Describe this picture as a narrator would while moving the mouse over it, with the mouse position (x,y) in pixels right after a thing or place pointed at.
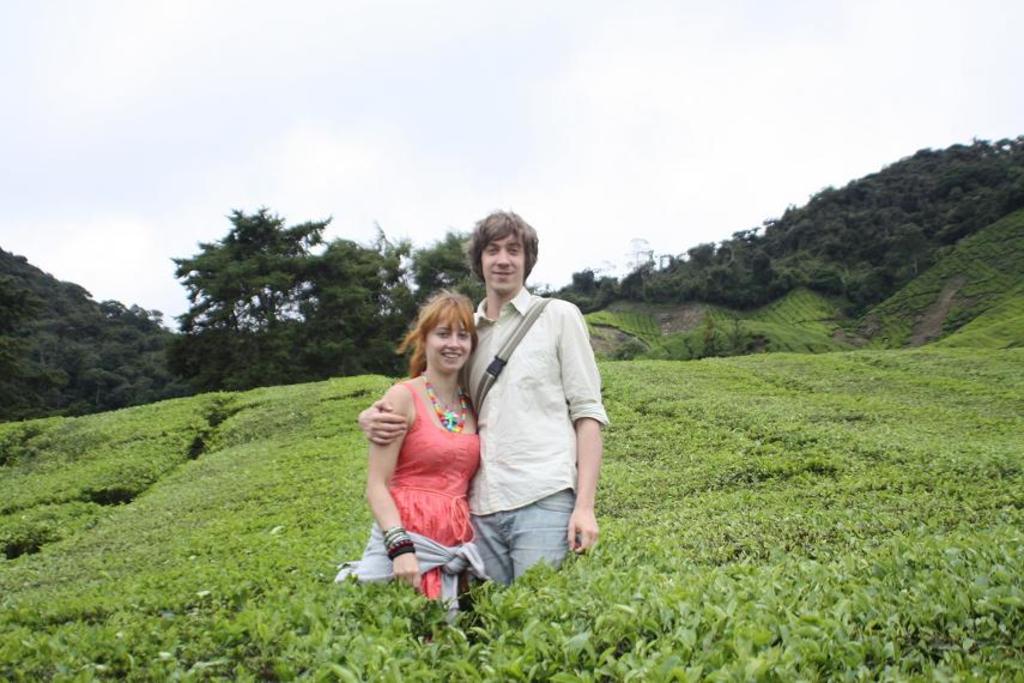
In this picture, there is a woman (373,547) and a man (473,519). Woman (432,515) is wearing a peach color dress (441,473) and man (528,404) is wearing a white shirt (536,386) and blue jeans (540,504). Around them, there are plants (342,432). In the background (361,368), there are hills (572,287) with trees (795,243). On the top (573,90), there is sky (593,91).
